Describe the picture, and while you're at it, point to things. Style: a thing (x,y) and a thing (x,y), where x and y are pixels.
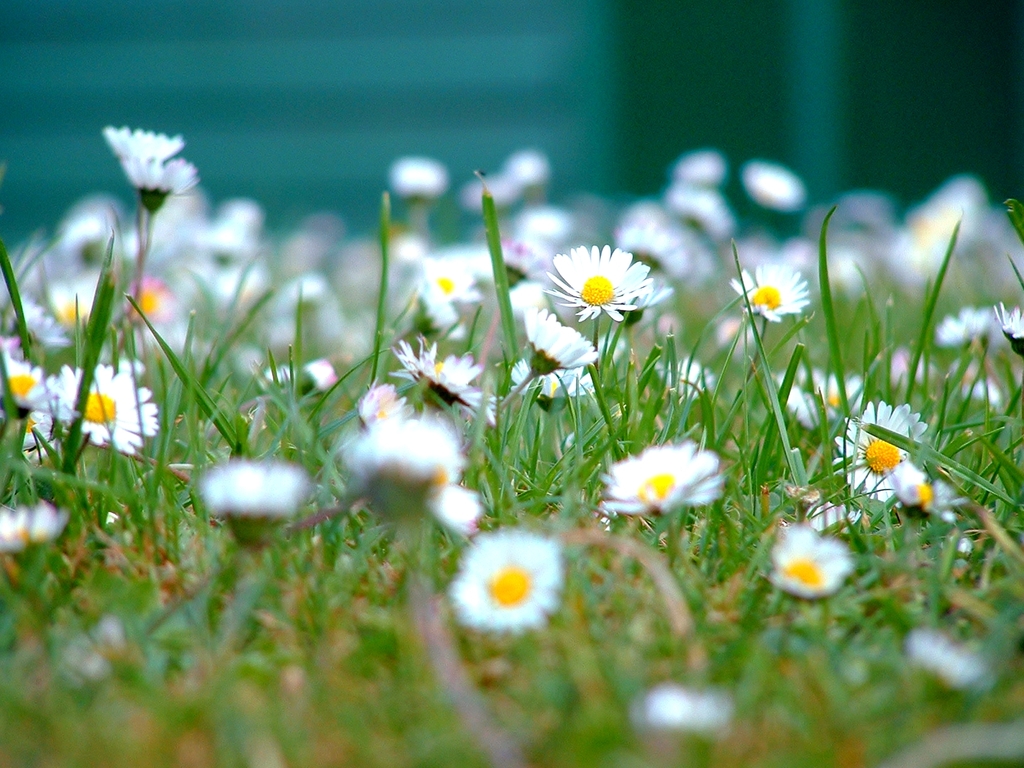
Here in this picture we can see white colored flowers (442,283) present all over there on the plants (616,422) present over there.
